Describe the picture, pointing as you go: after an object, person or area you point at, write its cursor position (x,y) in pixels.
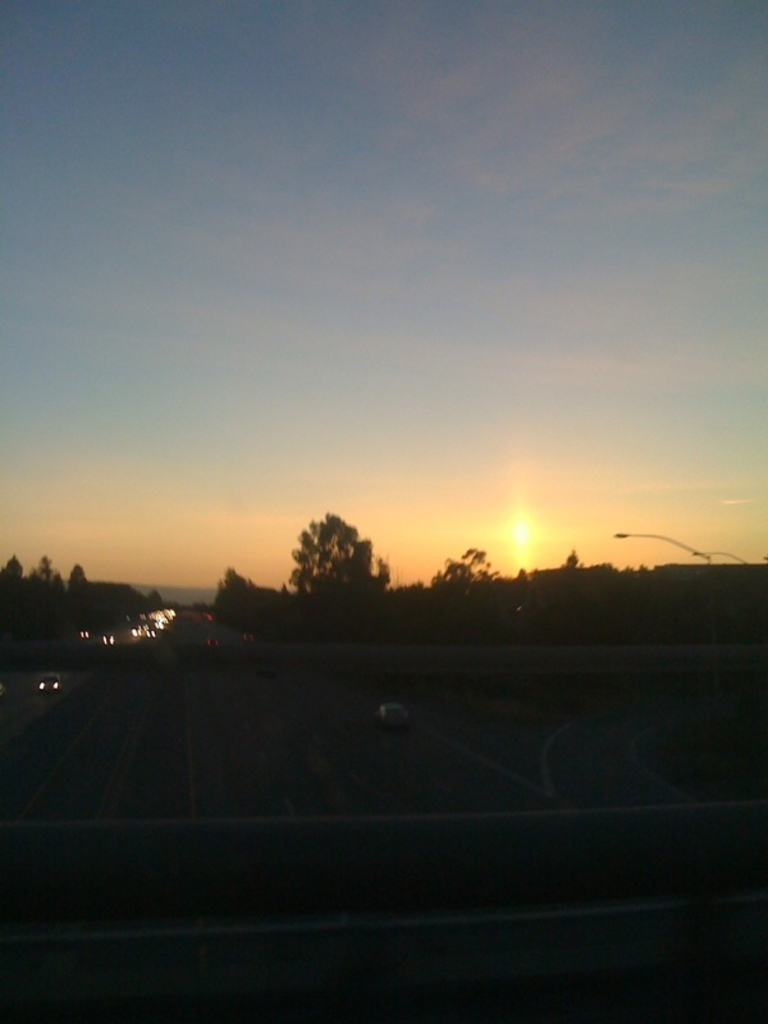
In this image we can see vehicles (55,680), bridge (345,826), road (363,756), trees (451,618) and street lights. In the background (439,347) we can see sun (517,539), sky (421,281) and clouds (533,100).
